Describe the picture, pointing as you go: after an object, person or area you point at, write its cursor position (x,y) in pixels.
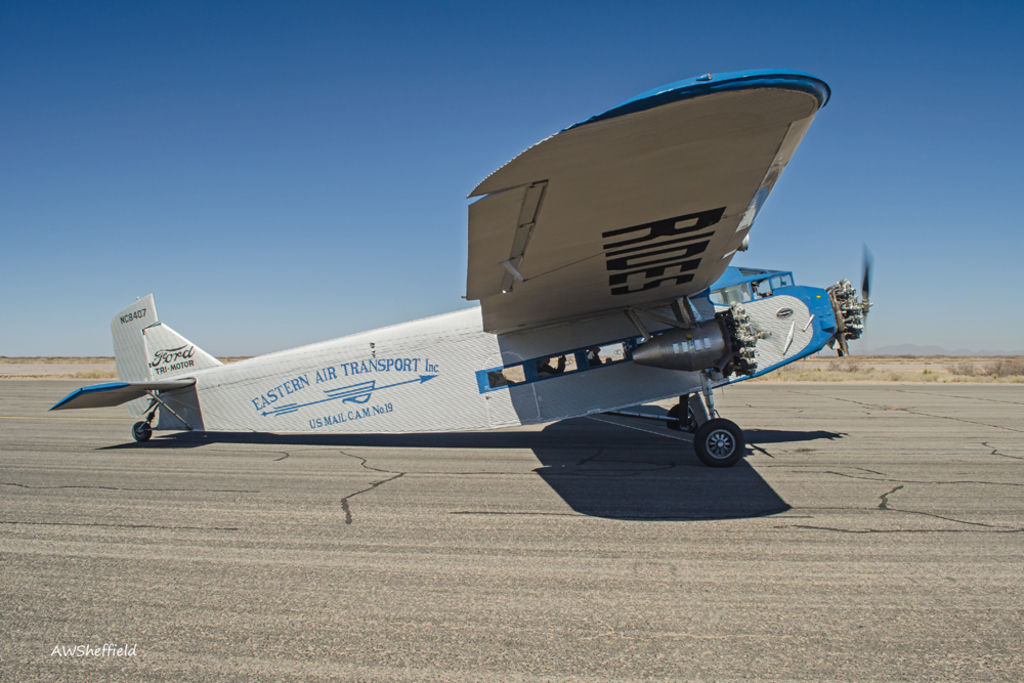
In this picture I can see an aircraft (717,275) in the middle (677,327), there is a watermark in the bottom left hand side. At the top (249,132) I can see the sky (341,216).
